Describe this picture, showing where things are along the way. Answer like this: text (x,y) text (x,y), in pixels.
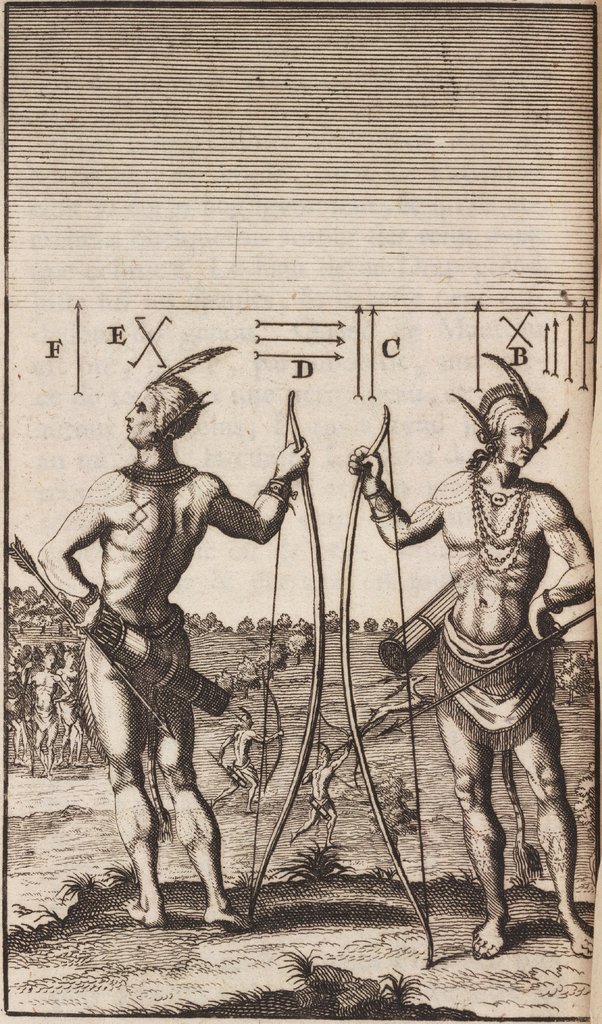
This image looks like an edited photo in which I can see two persons (463,730) are standing on the ground (440,893) and are holding some objects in their hand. In the background (270,749) I can see grass (224,669), crowd (47,661), trees (218,632), plants (391,788), text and the sky (453,127).
